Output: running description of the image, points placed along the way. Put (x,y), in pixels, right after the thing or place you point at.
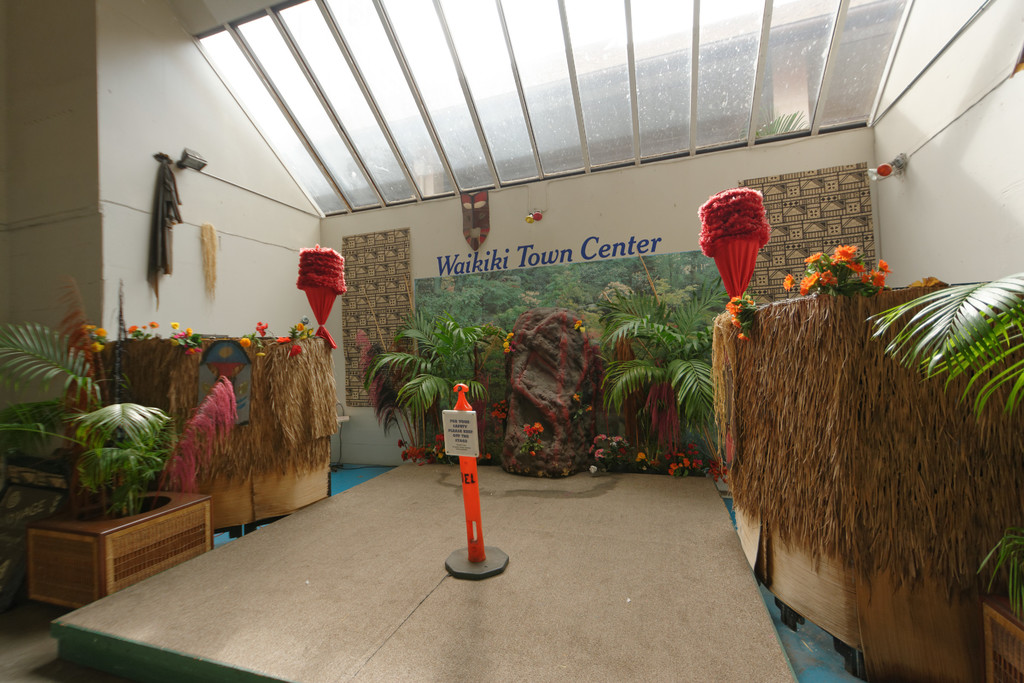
In this picture there is a board (452,420) on the pole (467,493) and there is a text (451,433) on the board (455,453). On the left (22,446) and on the right side of the image (928,341) there are plants (933,354) and flowers (733,307). At the back (408,425) there are plants (681,324) and flowers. There is a text (600,253) on the wall (653,221) and there are lights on the wall (898,136). At the top (509,82) there is a glass roof (548,76).
